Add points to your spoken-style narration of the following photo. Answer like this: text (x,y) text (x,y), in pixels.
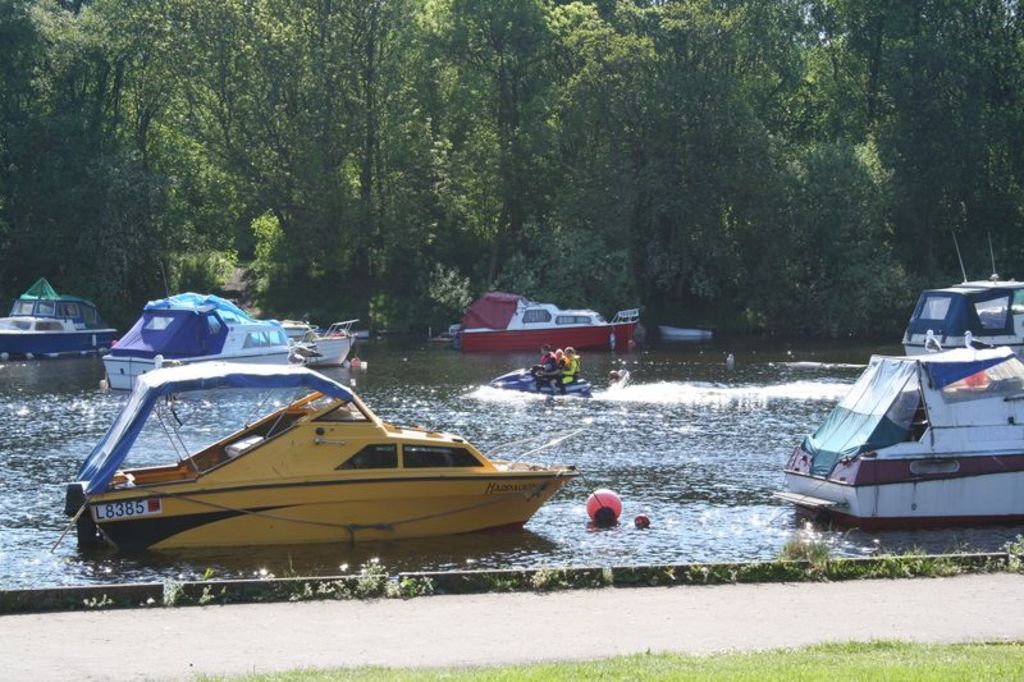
In this picture we can see water (614,436), there are some boats (831,432) in the water (202,434), we can see three persons (550,367) sitting on a speedboat (560,384), at the bottom (829,661) there is grass (805,661), in the background (799,145) we can see some trees (481,123).
